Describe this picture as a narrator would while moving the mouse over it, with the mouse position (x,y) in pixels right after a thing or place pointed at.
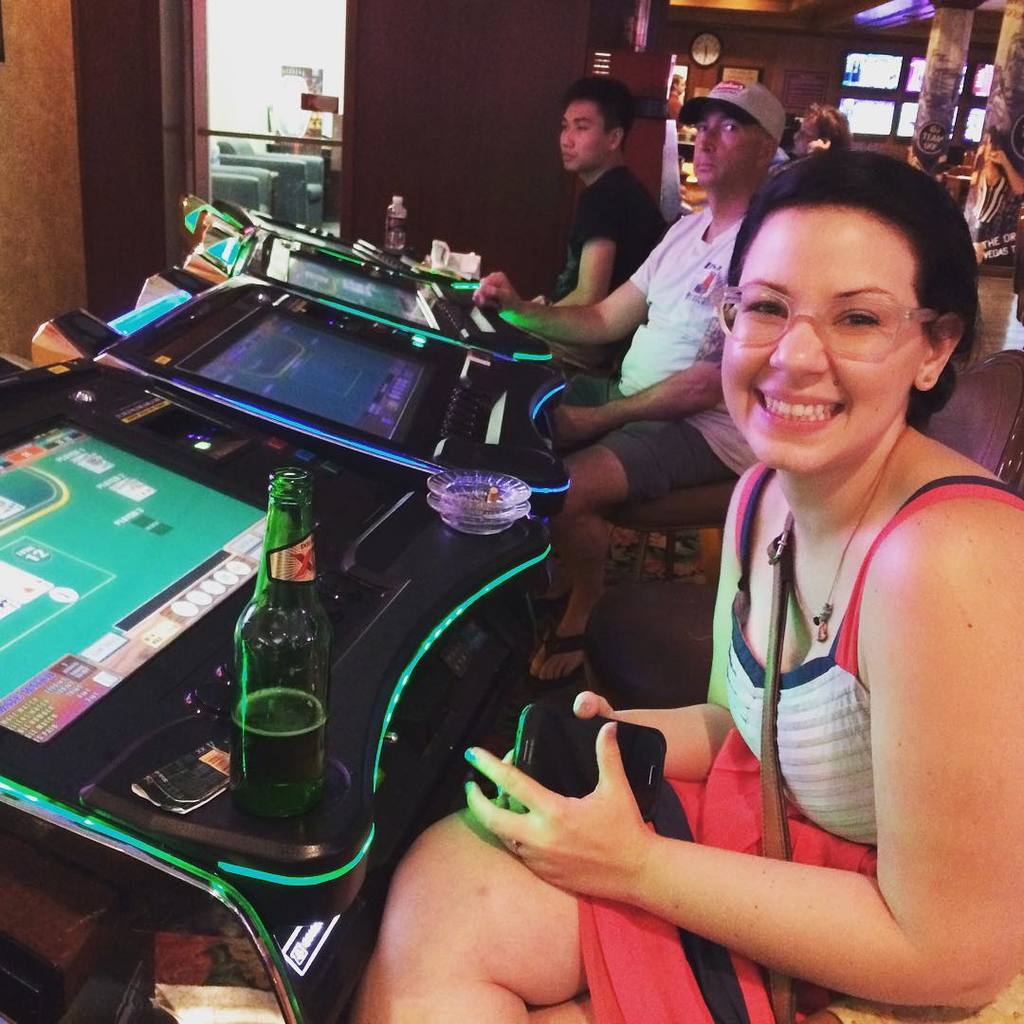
This image is taken indoors. In the background (222,150) there are a few walls (743,65) with windows (263,100) and a door (338,81). There is a clock (714,57) on the wall (768,64). On the right side of the image (954,86) there are two pillars (934,86) and there are two banners (944,122) with text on them. A woman (902,336) is sitting on the chair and she is with a smiling face (847,348). She is holding a mobile phone (554,748) in her hands (547,817). In the middle of the image (552,417) two men (592,330) are sitting on chairs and there are a few video games (318,420) on the table (344,725). There is a bottle (284,728).
